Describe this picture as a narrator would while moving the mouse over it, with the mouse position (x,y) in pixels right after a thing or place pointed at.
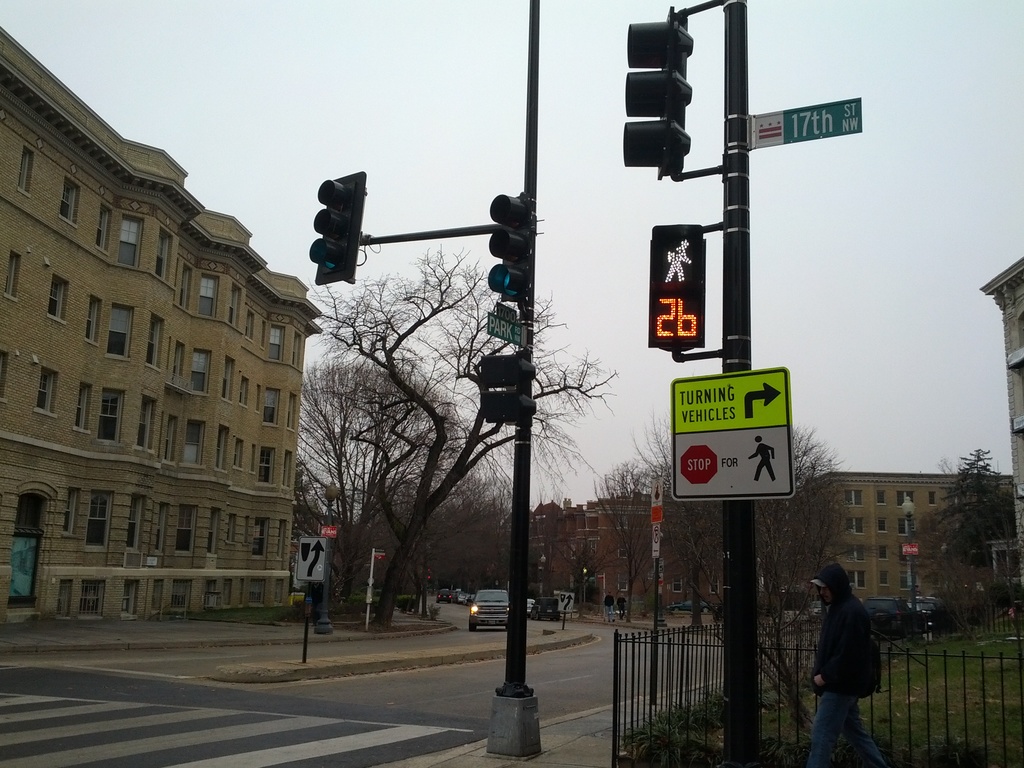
In the image we can see the buildings (154,334) and these are the windows (151,334) of the buildings (128,337). Here we can see the signal poles (528,245) and sign boards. Here we can see the fence (948,718) and the trees (438,422). We can even see there are people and there are vehicles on the road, and the sky (761,231).
